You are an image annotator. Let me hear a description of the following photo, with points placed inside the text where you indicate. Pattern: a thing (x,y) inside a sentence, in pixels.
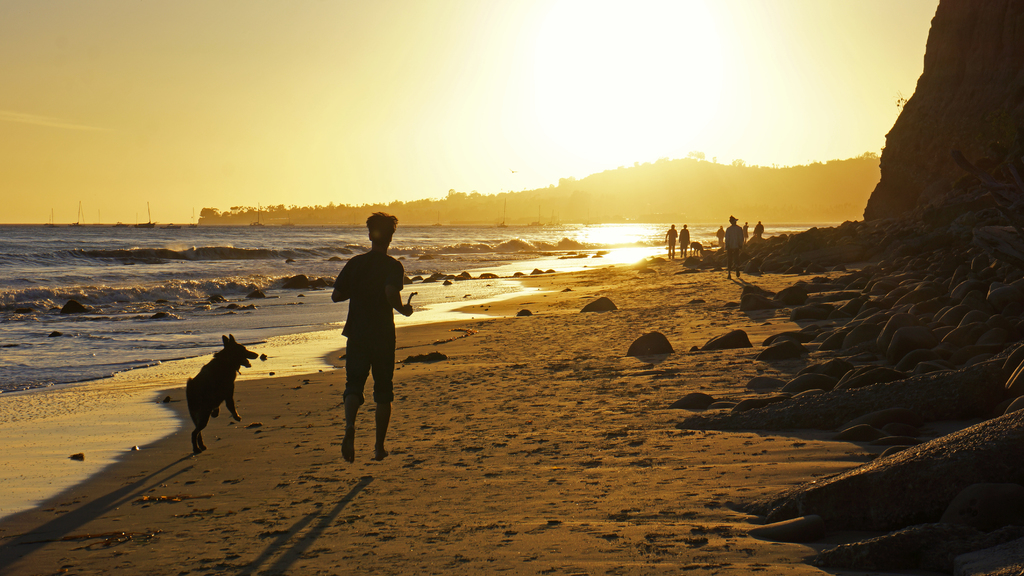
On the right side of the image (797,219) there are some stones (949,217) and hills (1005,29). In the middle of the image (357,369) few people (734,245) are walking and running and there are some animals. At the bottom of the image (258,472) there is sand (526,358). On the left side of the image (135,323) there is water (216,247). At the top of the image (429,185) there is sky (602,157) and sun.
